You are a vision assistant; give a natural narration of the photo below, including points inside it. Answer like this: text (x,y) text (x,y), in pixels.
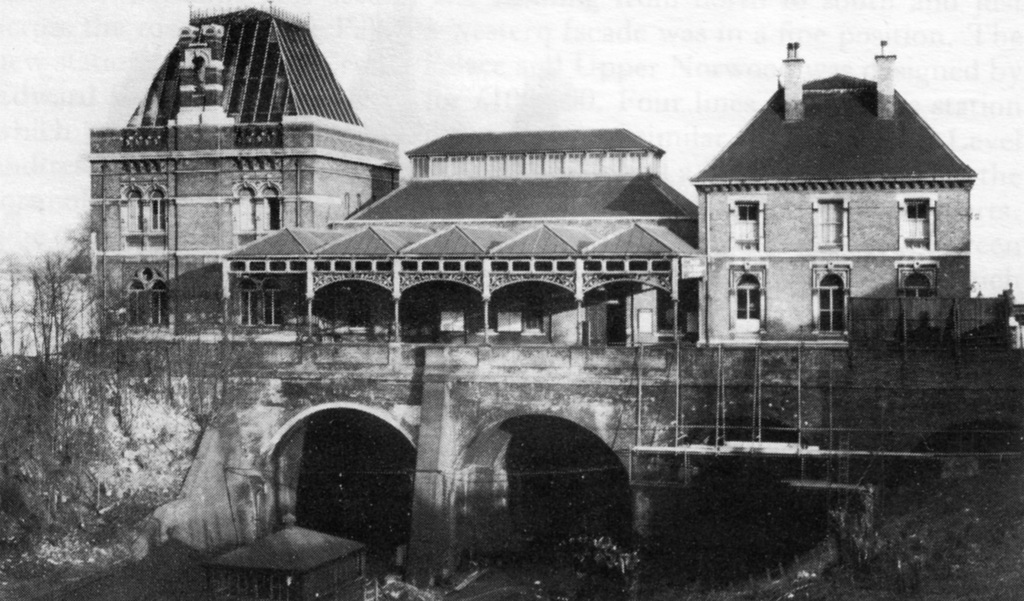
In this picture there is a building (519,287) in the foreground (270,328) and there are trees (118,383). At the top (505,47) there is sky (559,7).
